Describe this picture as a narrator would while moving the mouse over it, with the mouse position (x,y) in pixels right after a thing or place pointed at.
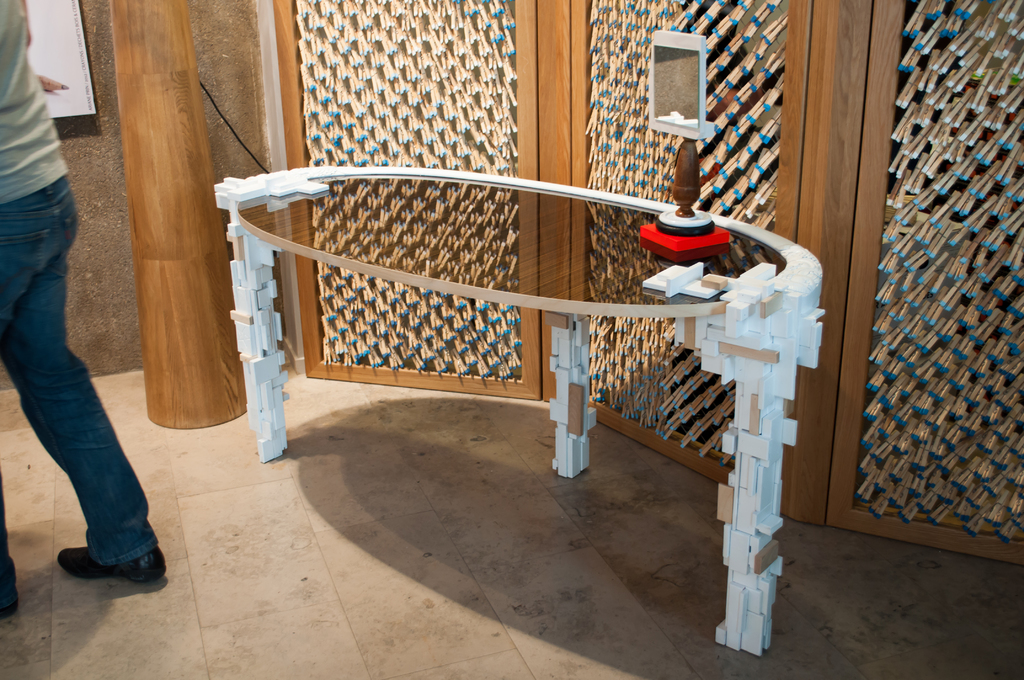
In this image there is a glass table (562,393) on which there is a mirror (670,226). To the left side (59,153) there is a man (47,324) standing. At the back side (249,104) there is a pillar (171,74) and the wall (509,84).
